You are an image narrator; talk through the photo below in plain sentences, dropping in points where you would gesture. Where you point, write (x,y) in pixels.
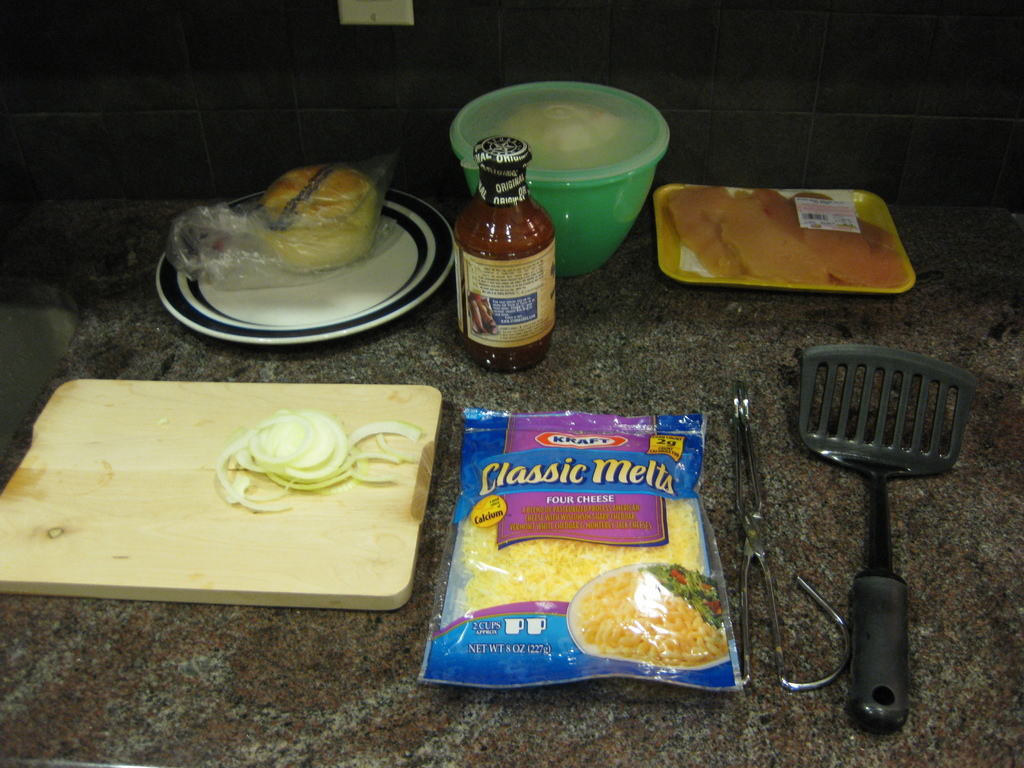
There is a table (768,331). There is a bowl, bottle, plate (287,306), bun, tray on a table (445,451).
